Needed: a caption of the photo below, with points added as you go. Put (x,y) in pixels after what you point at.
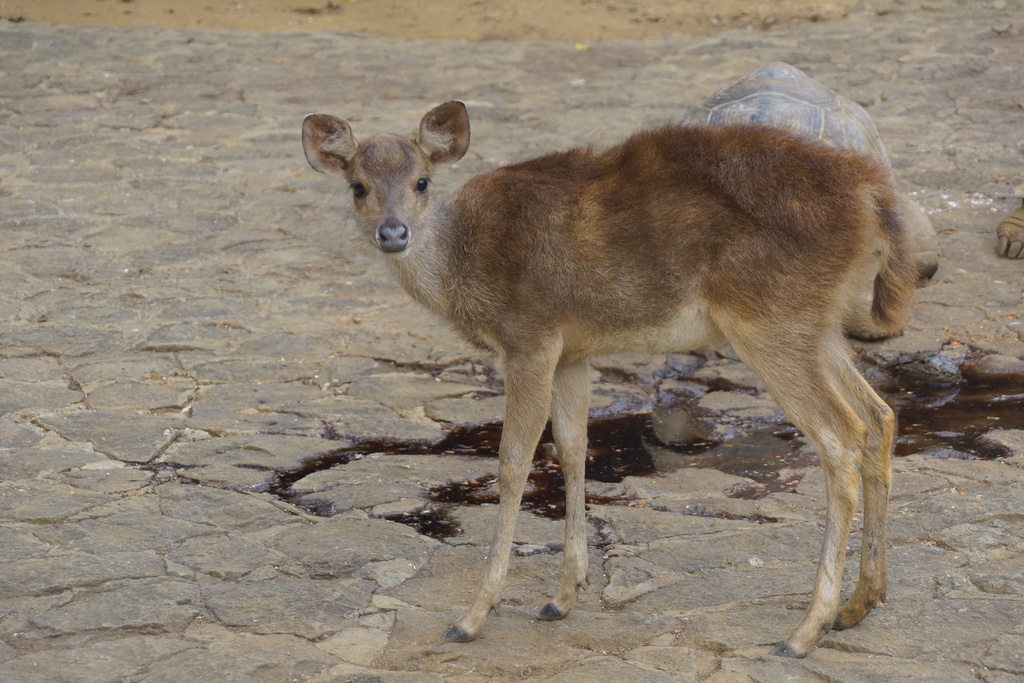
In this image I can see the animals (676,262) on the ground (181,401).
